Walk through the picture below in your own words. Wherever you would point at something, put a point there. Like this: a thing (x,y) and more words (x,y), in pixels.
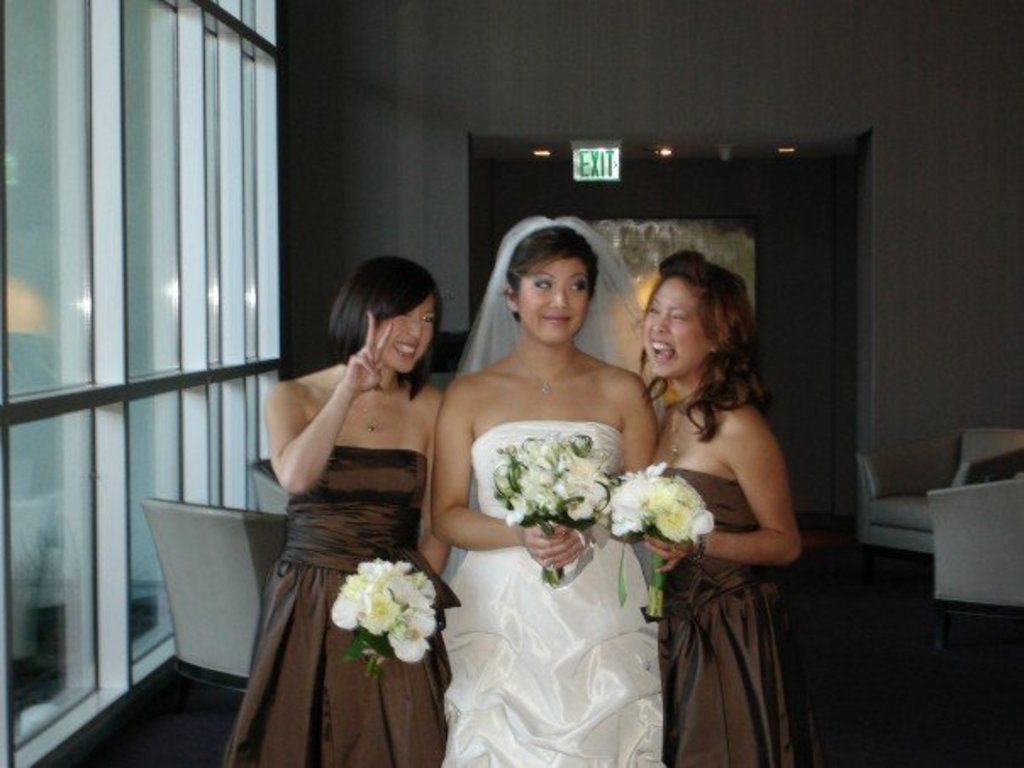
In this picture we can see three women (765,463) smiling, standing, holding flower bouquets (625,488) with their hands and at the back of them we can see chairs (976,452) on the floor (904,672), name board (620,163), lights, glass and some objects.
